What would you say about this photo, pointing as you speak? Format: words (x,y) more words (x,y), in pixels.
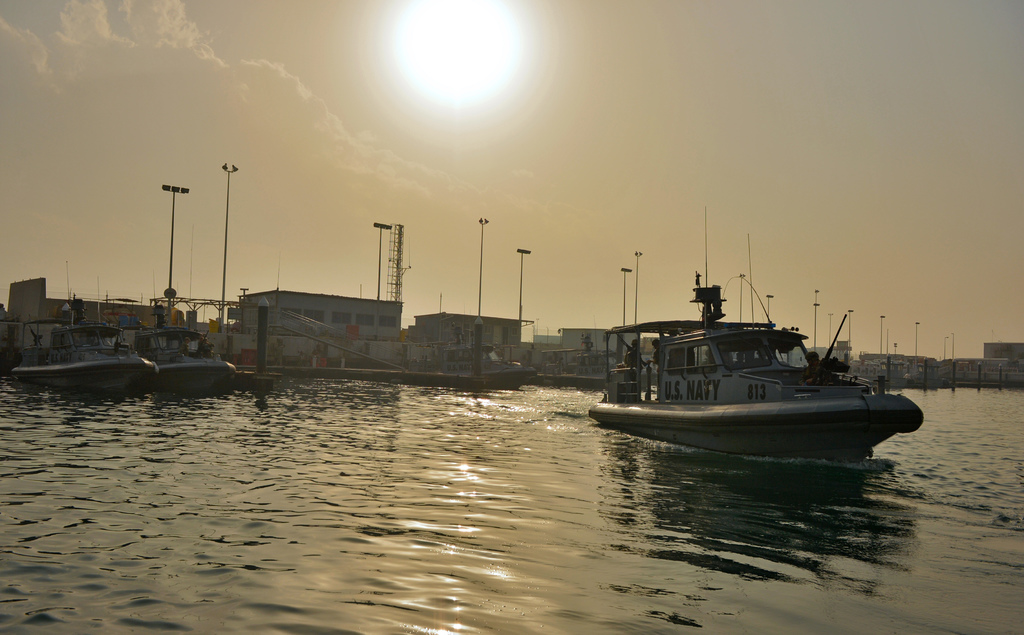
In this image we can see few ships (702,385) on the water (533,470), there are few buildings (432,339), light poles (881,332), and the sky (432,140) with sun (434,60) in the background (713,101).
